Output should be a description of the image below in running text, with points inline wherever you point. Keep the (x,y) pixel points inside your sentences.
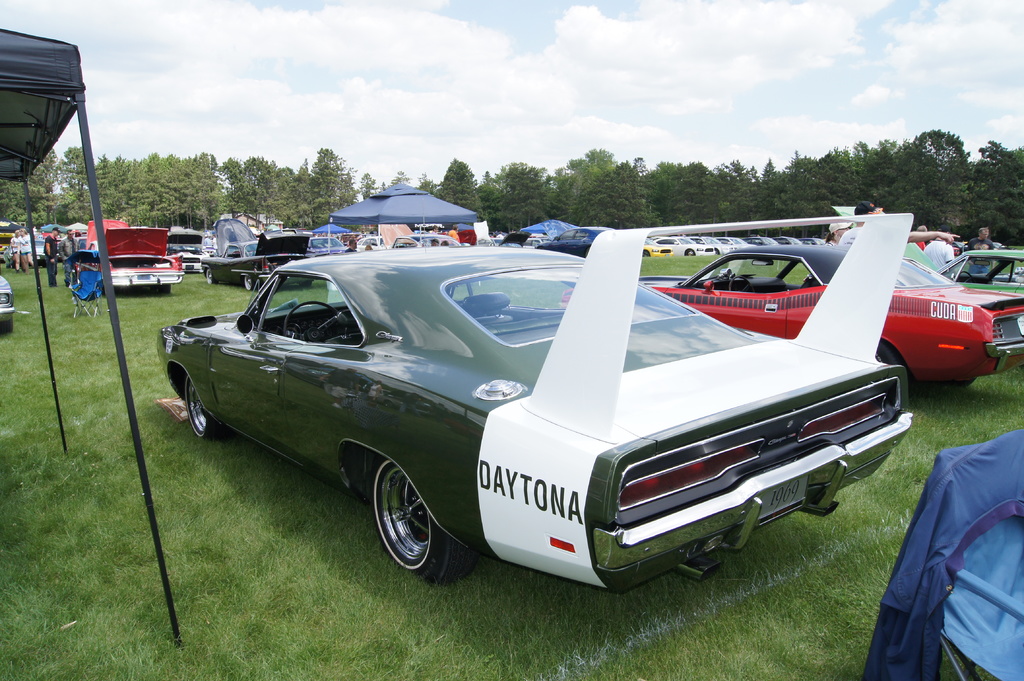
In this image we can see a few vehicles (363,409) on the ground (58,572), also we can see tents (131,391), chairs (90,261), trees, people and the grass (204,457), in the background (208,113) we can see the sky (415,173) with clouds (573,91).
